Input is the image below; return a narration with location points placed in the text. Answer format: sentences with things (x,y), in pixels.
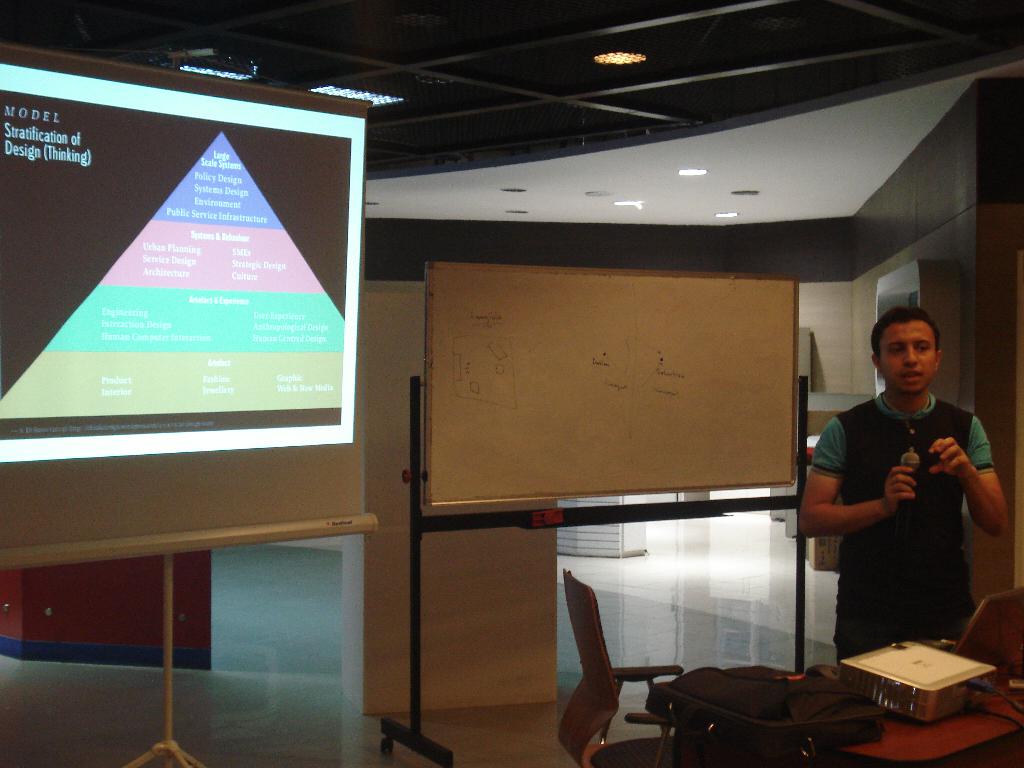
In this picture we can observe a person (873,509) standing, holding a mic (900,506). He is speaking. We can observe a white color board (561,375). On the left side (91,286) there is a projector display screen (194,352). In front of this person (889,525) there is a table (911,763) on which we can observe a bag (801,681) and a projector (927,691). There is a chair (586,749). In the background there is a pillar (373,612).
